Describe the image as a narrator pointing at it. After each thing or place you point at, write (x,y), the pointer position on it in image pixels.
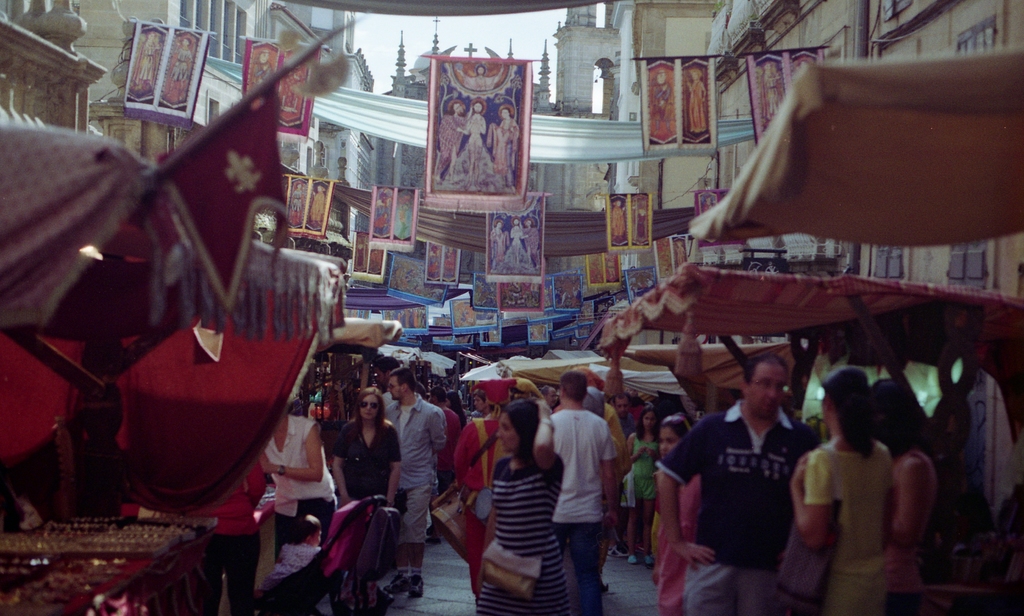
In this picture there are group of people (473,426). There are buildings (831,36) and there are clothes (382,120) hanging on the rope (764,51) and there are tents (927,138). On the left side of the image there are ornaments (77,528) on the table (172,535). At the top (412,18) there is sky (381,12). At the bottom (442,568) there is a road (429,549).
